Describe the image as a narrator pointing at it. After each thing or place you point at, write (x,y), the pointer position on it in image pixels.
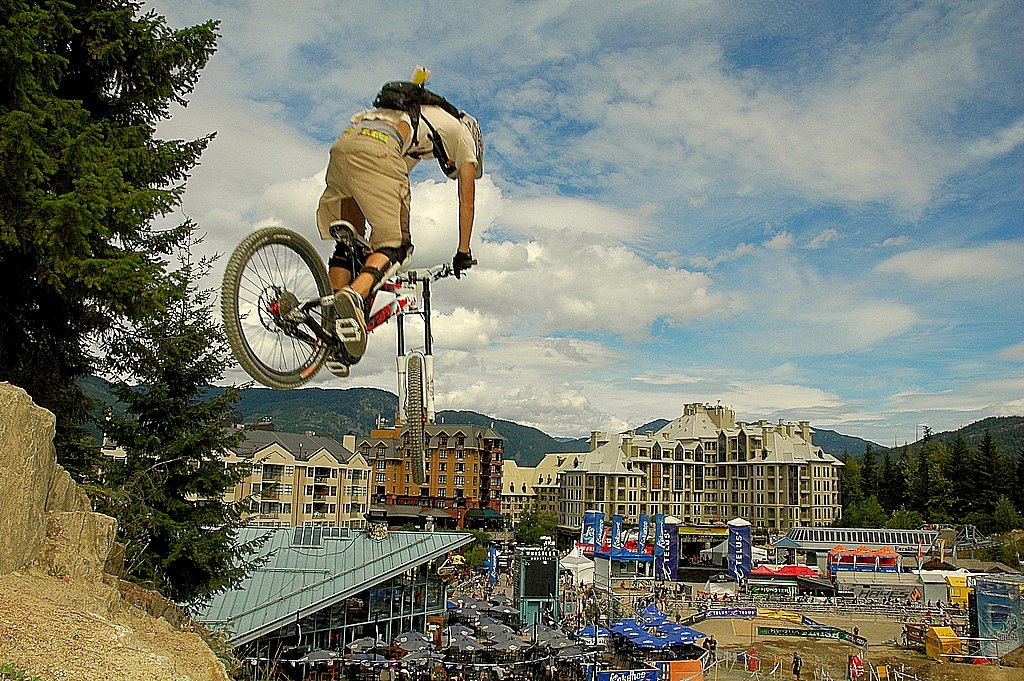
In this image there is a man (383,187) riding bicycle (272,320). He is in the air (349,377). He is wearing gloves (460,266), knee pads (400,262) and a bag (411,98). At the bottom (633,543) there are buildings (725,502), banners (666,536) and table umbrellas (664,635) on the ground (734,649). On the either sides of the image there are trees (955,503). In the background (325,405) there are mountains (841,445). At the top (649,188) there is the sky (607,240). There are clouds (531,210) in the sky (583,384).
